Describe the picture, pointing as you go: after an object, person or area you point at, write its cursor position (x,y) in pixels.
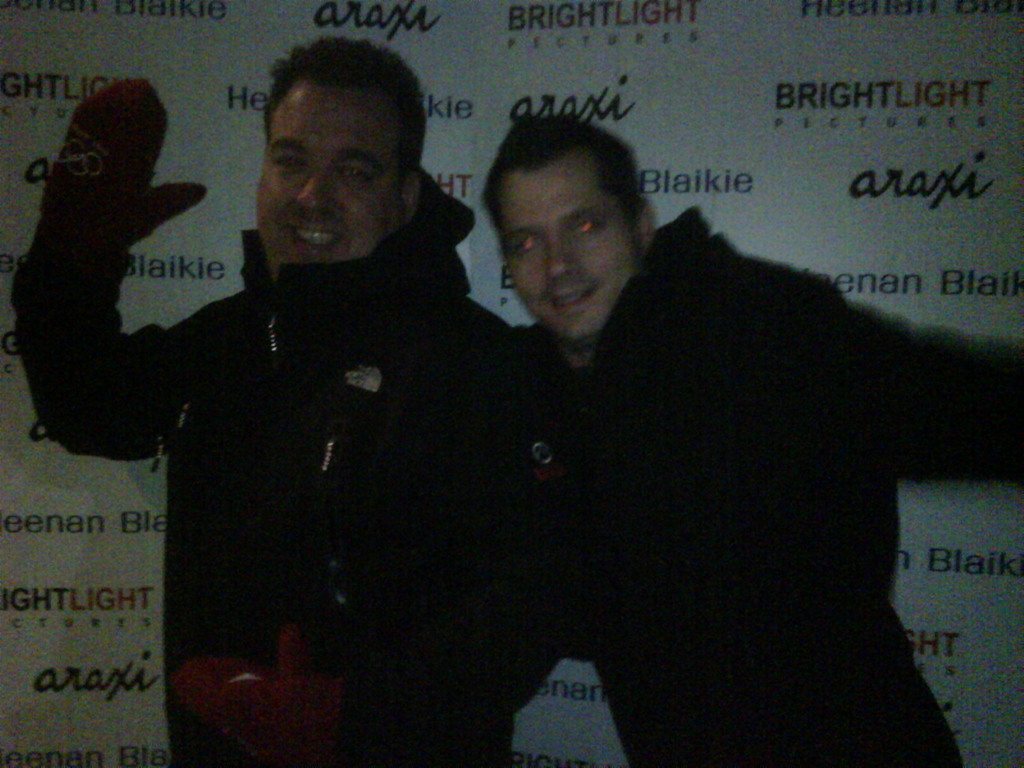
In this picture I can see there are two men (403,515) standing and they are wearing black color coat (426,455), and the person (311,259) at left (311,261) is laughing and he is wearing a glove (117,92) and in the backdrop (695,76) there is a banner (829,225).
